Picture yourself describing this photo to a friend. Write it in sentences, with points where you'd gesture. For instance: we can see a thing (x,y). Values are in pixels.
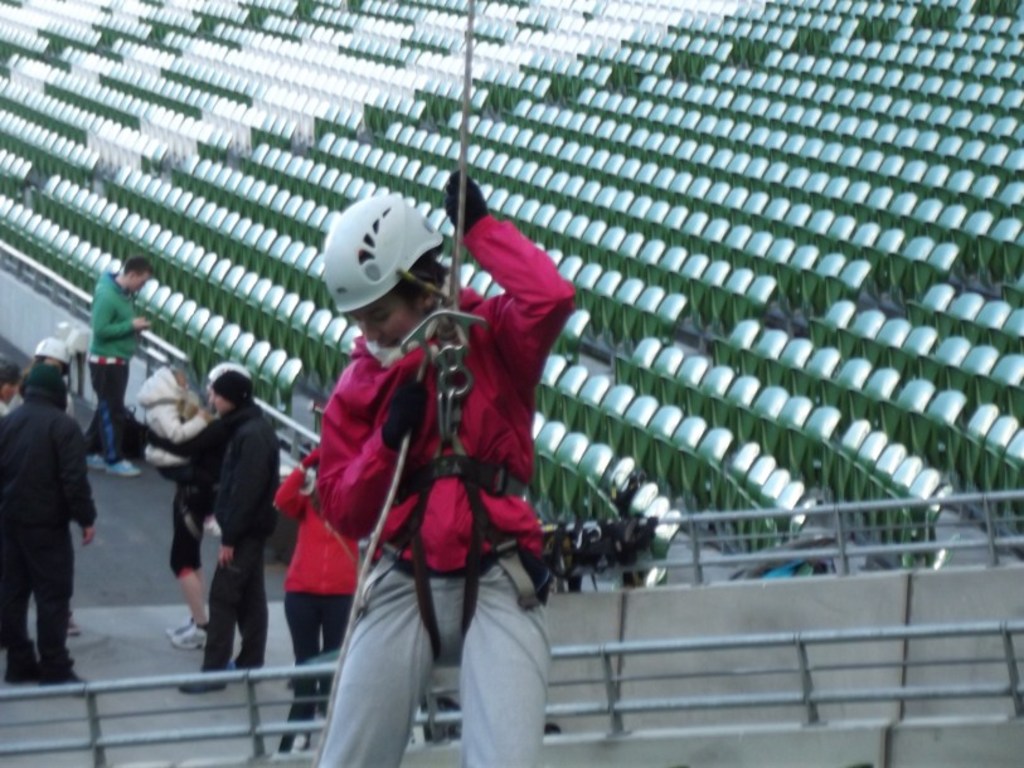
In this image, we can see some people (205,423) wearing clothes (206,446). There are safety barriers (697,567) at the bottom of the image (617,726). There are seats (702,242) in the middle of the image (568,262).
